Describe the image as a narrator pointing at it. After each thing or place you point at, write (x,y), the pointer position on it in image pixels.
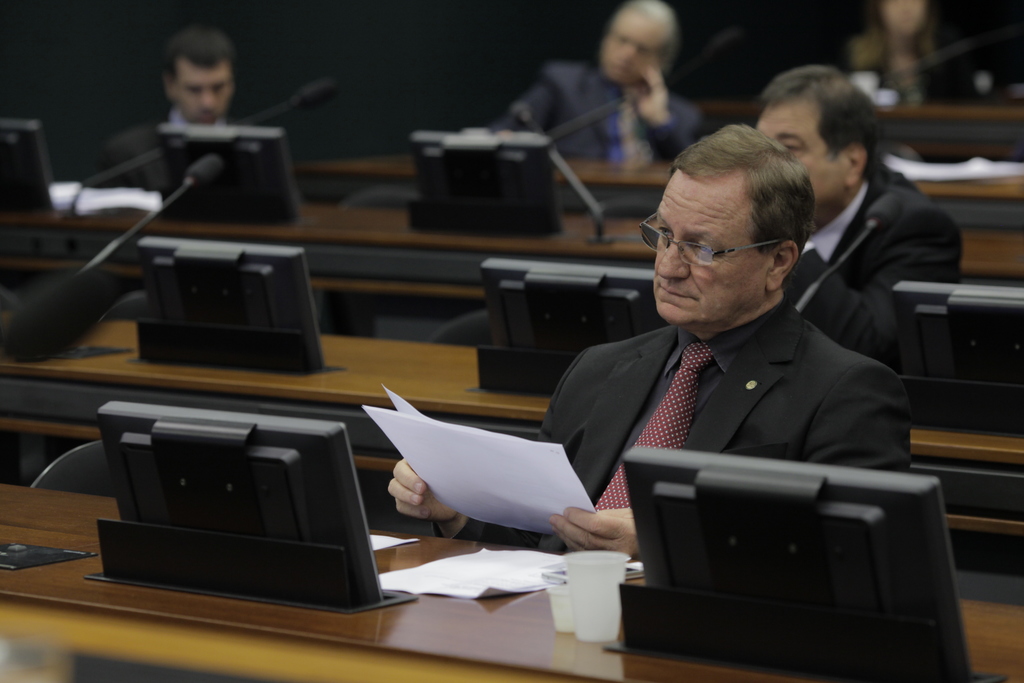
In this image we can see men (396,489) sitting on the chairs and tables (285,394) are placed in front of them. On the tables (369,275) we can see desktops (272,529), glass tumblers (591,585) and papers (453,577).
